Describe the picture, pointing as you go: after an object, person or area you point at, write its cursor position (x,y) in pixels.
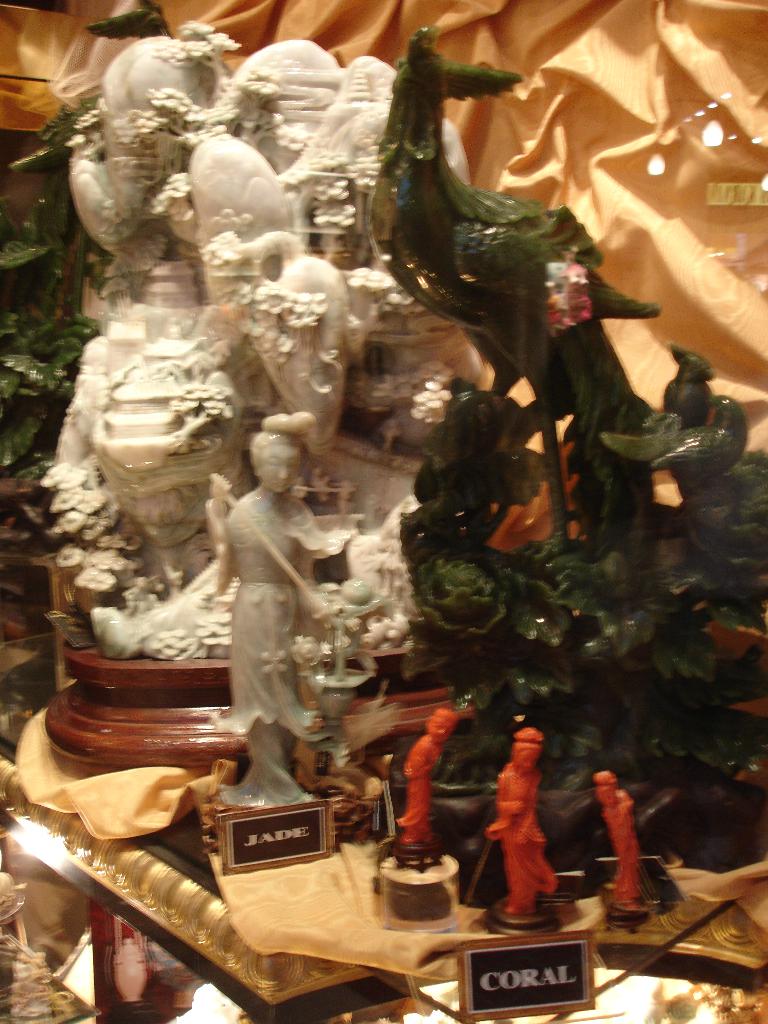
In the image there are idols (220,580) and statues (373,549) in the back (183,566) with a cloth (610,202) behind them.
